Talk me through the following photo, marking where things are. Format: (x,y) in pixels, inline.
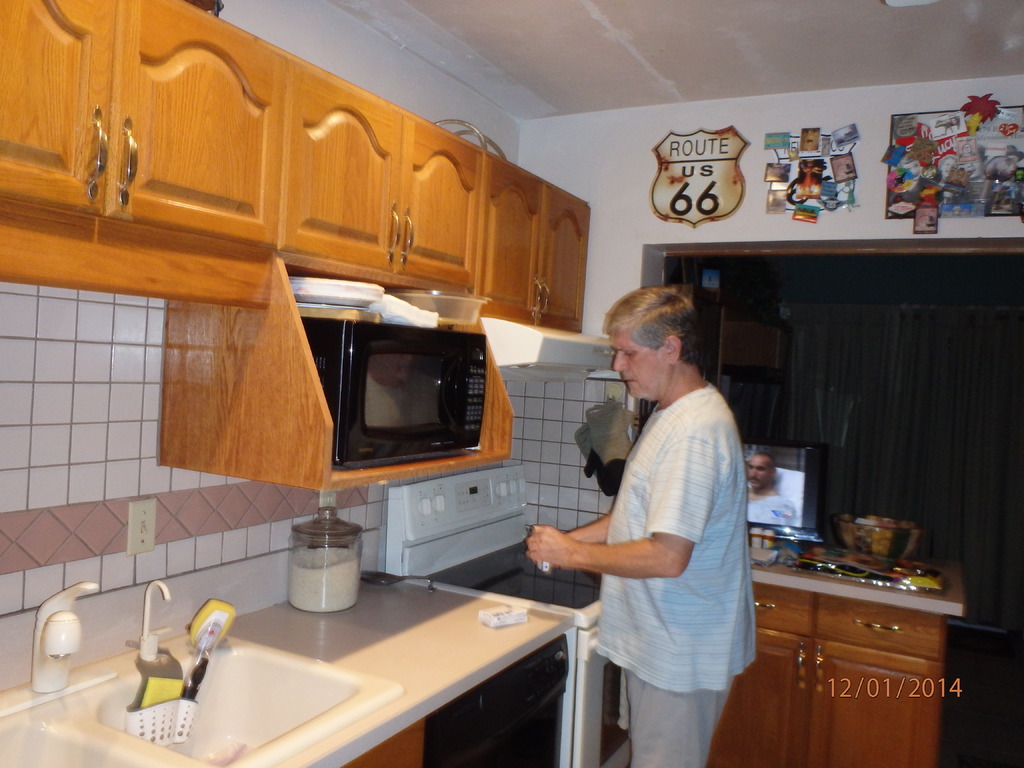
In this image I can see a kitchen (407,154), at the top (356,154) there are cupboards (88,163) and the wall (751,144) there are some stickers (661,144) attached to the wall (616,166), bottom of cupboard (326,425) there is a micro oven (413,419) visible, at the bottom (233,688) there is a kitchen cabinet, sink (98,710), glass jar (301,590), in front of kitchen cabinet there is a person (637,567) and there is another table (849,616) visible on the right side (838,610), on the table (862,591) there is a screen (794,466) and some objects (851,553) visible.
